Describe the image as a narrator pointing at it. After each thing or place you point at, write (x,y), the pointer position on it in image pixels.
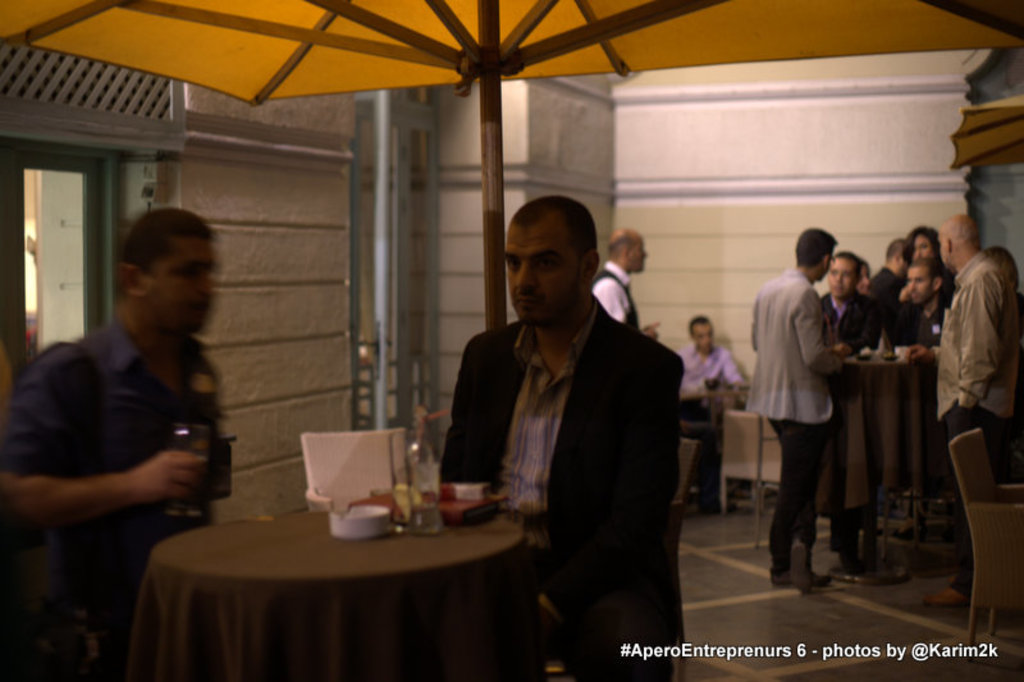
There are many people (706,320) standing on this room (372,360). There are tables (313,544), chairs (764,450). On the table (334,560) there are bowls (352,522) and many other items (424,489). There is an umbrella (514,66). In the background (653,151) there is a wall (659,133).
